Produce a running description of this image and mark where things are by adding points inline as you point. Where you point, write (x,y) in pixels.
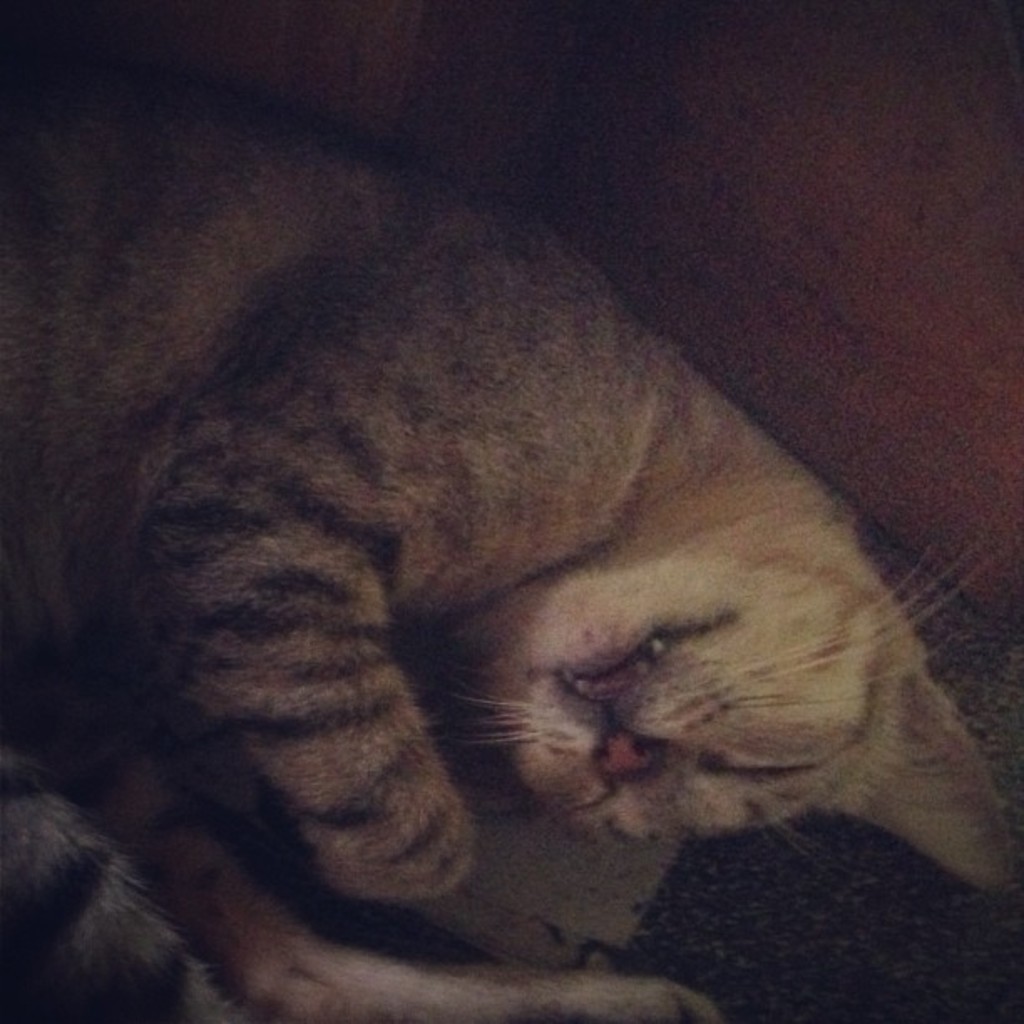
In the picture there is a cat (807,597) lying on the floor (908,946).
